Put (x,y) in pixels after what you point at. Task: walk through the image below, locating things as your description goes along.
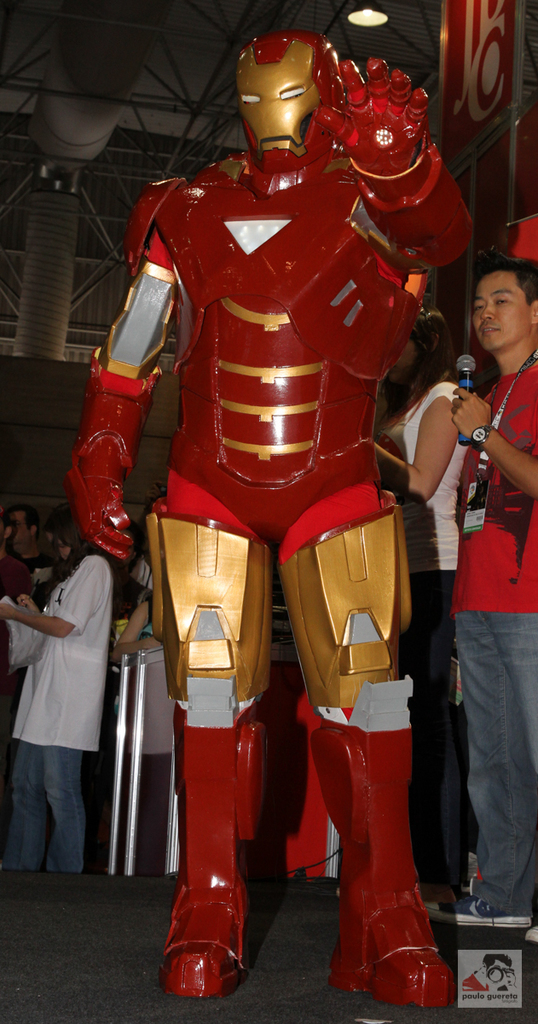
In this image there is a robot (326,306), behind that there are a few people (434,696) standing and there is an object (144,680), one of them is holding a mic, in the background (26,372) there is a wall (7,403). At the top of the image (81,317) there is a wall (57,65) and some metal structures (234,35) with a light (360,15).
